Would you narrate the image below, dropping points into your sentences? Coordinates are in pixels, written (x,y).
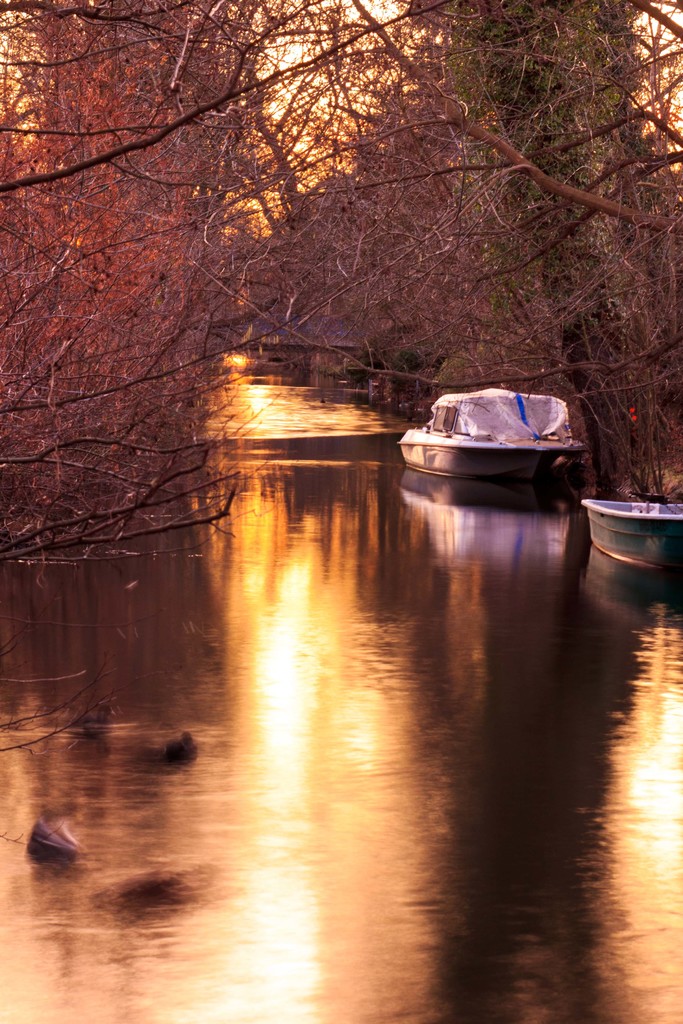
Here I can see the water (385,763). It is looking like a river (226,579). On the right side (631,540) there are two boats (508,455) on the water (478,490). In the background (245,249), I can see the trees (245,249).
